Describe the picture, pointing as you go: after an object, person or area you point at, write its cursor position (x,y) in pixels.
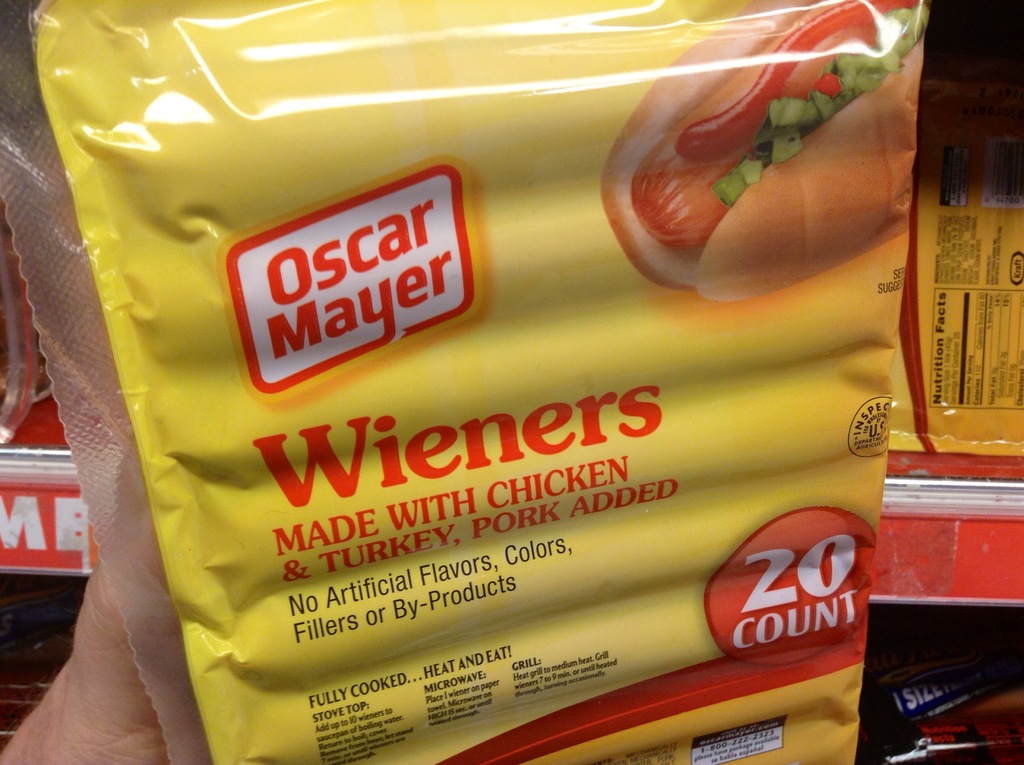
In the center of the image (660,454) there is a packet (334,567) in person's hand (128,645). In the background (950,328) we can see objects (977,384) arranged in shelves (999,568).
